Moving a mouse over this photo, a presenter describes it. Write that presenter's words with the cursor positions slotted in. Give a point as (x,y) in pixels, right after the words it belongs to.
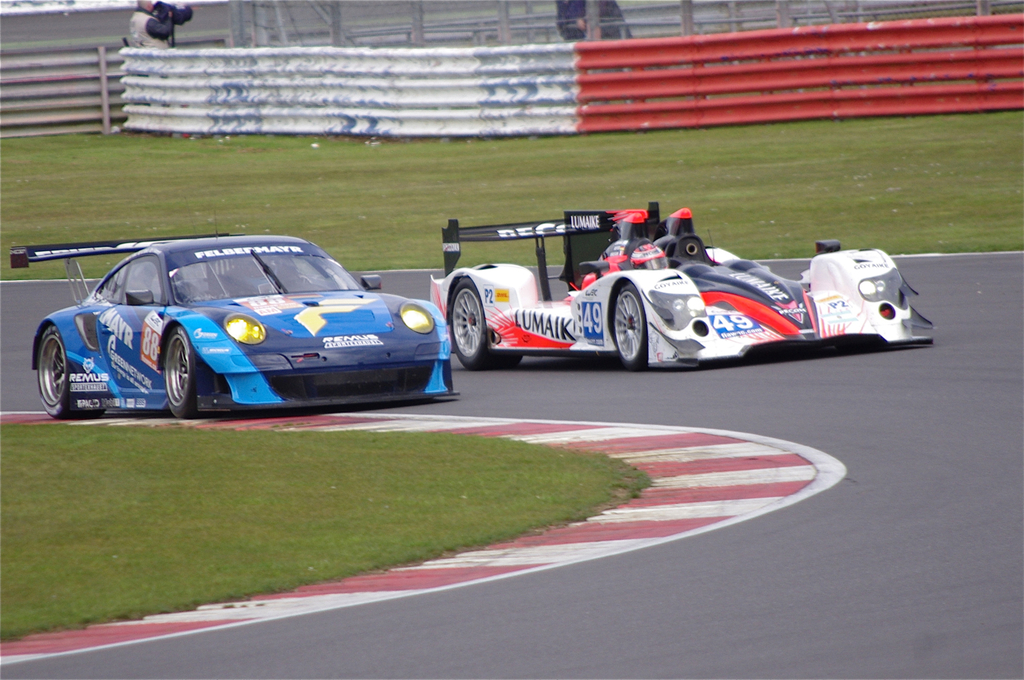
In this image, in the middle (498,309), we can see two vehicles (746,322) which are moving on the road (904,506). On the left side (166,457), we can see a grass (117,515). On the right side (863,135), we can see a grass (939,156) and iron metal (689,64). In the background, we can see a person (608,18).
